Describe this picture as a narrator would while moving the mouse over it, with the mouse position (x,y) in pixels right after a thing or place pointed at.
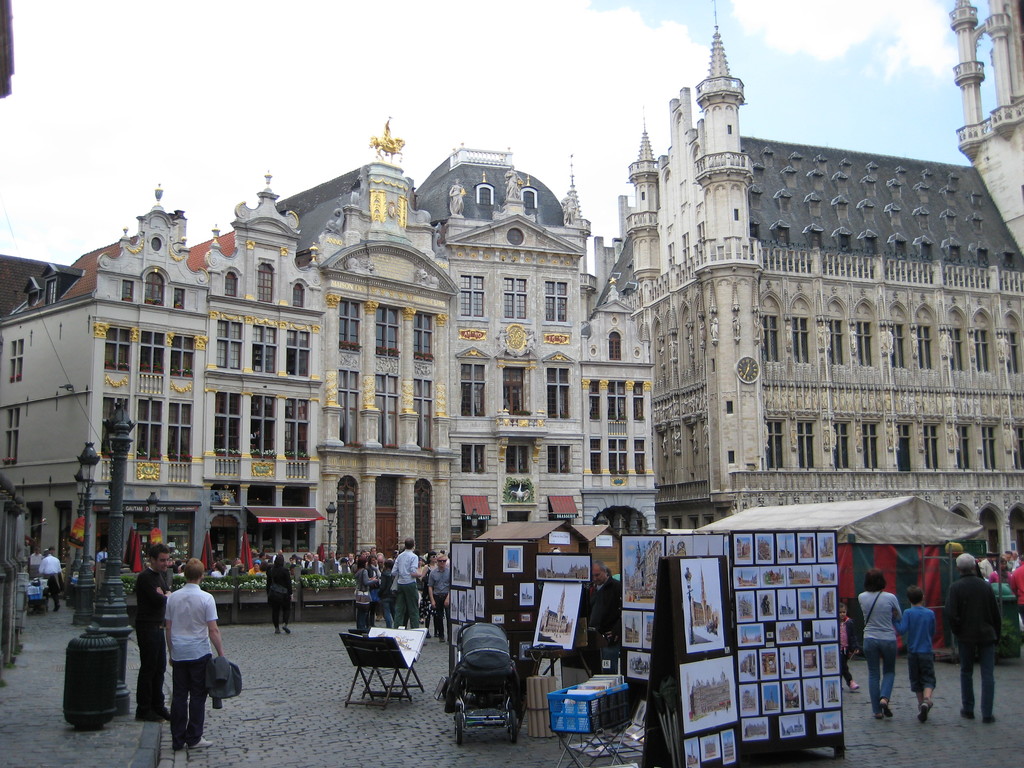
These are the buildings (524,357) with the windows (470,374) and doors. I can see groups of people (408,594) standing and walking. I think these are the paintings (571,609), which are attached to the boards (715,655). This looks like a pole (123,484). I think this is a tent (842,527). I can see the sky (545,49). This looks like a pathway (244,652).
